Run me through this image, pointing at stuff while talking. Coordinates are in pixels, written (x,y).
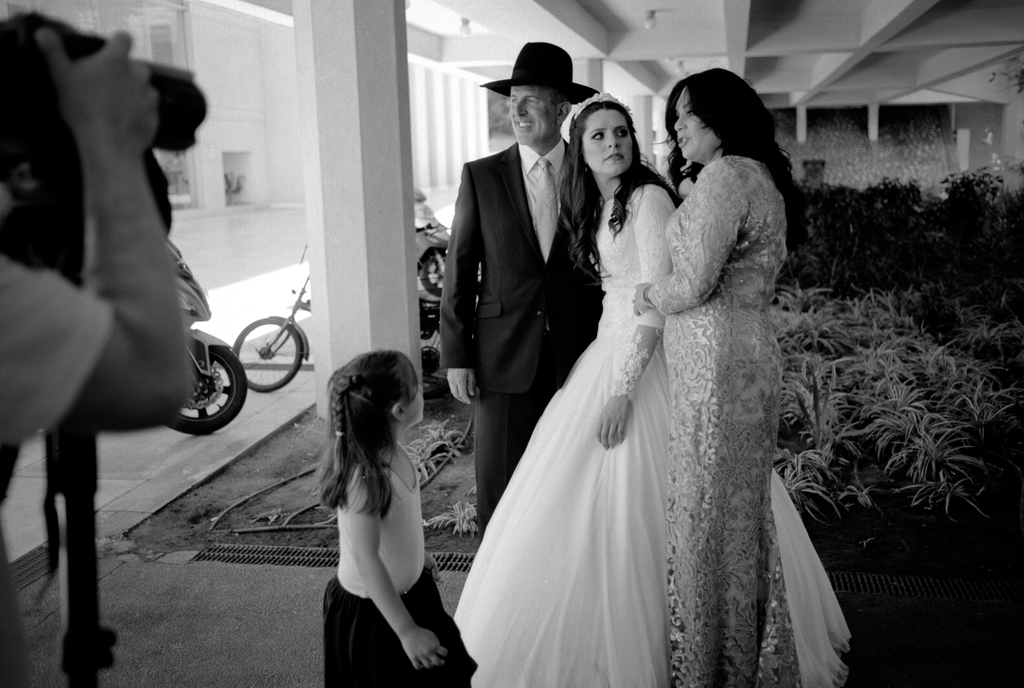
In this picture there is a woman (587,173) who is wearing white dress (639,631), beside her we can see another woman (703,175) who is wearing silver dress (744,296). At the bottom (437,666) there is a girl (417,396) who is wearing t-shirt (397,538) and black skirt (440,615), beside her we can see a man (493,226) who is wearing a suit (523,233) and trouser (492,439). On the left (105,393) there is a man (152,231) who is holding a camera (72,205). Beside the pillar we can see the bikes (203,380) and bicycle (257,328). On the right (825,418) we can see the plants (900,409) and grass (969,408). At the top (647,14) we can see the lights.
